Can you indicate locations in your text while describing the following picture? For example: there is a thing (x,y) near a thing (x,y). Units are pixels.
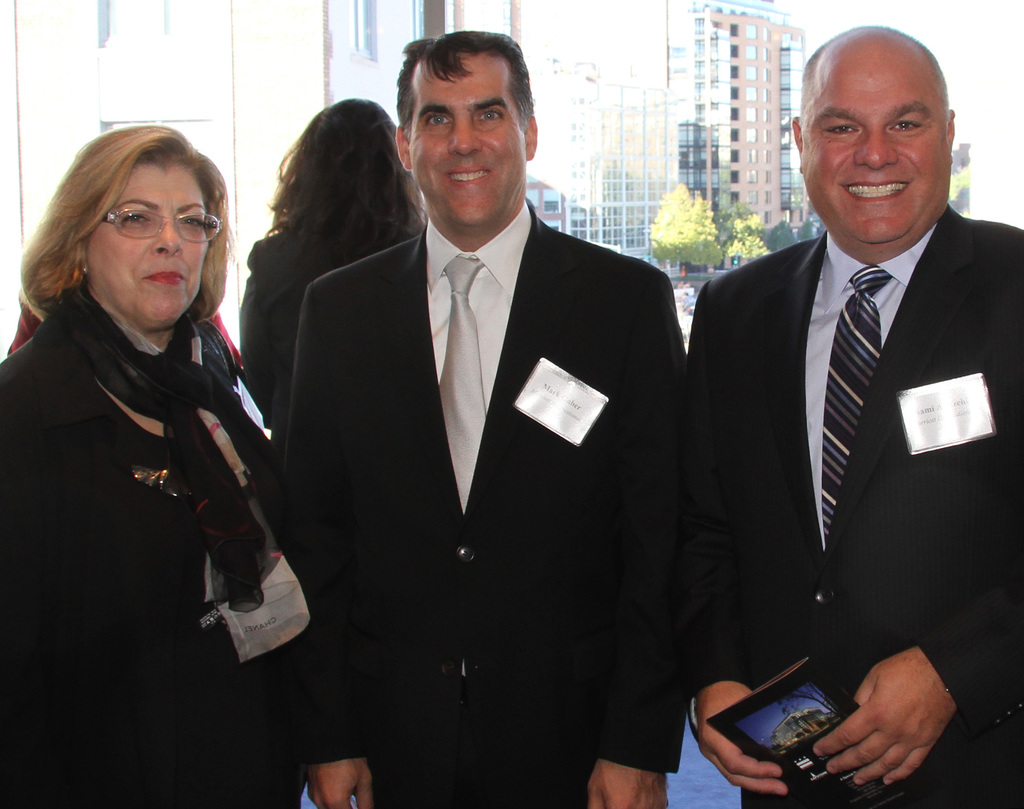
Here in this picture we can see a group of people (571,245) standing on the floor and all of them are wearing coats (562,583) and smiling and the woman (169,281) on the left side (140,275) is wearing a scarf (142,392) and spectacles (197,232) and behind them we can see other buildings (675,93) present outside and we can also see plants (731,210) and trees (724,218) present.
